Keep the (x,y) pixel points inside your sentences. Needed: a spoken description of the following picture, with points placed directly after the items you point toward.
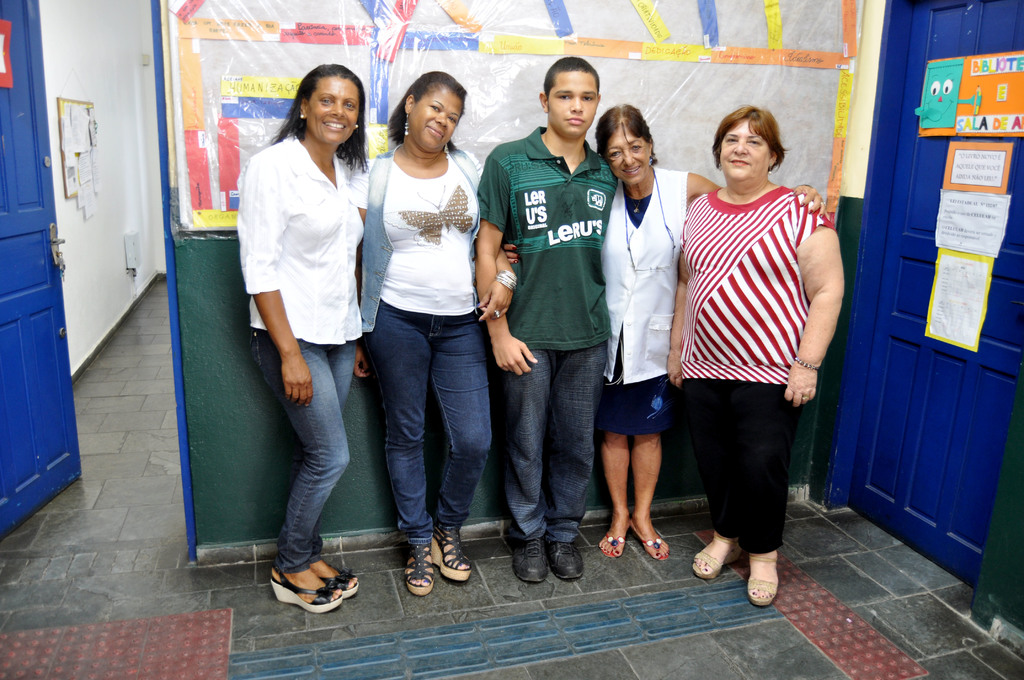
In the foreground of this image (743,442), there are four women (420,425) and a man (560,554) standing on the floor (489,651). In the background (941,416), there are two blue doors (40,375), a wall (78,375), few posters (83,156), a board (433,51) and the floor (123,483).
